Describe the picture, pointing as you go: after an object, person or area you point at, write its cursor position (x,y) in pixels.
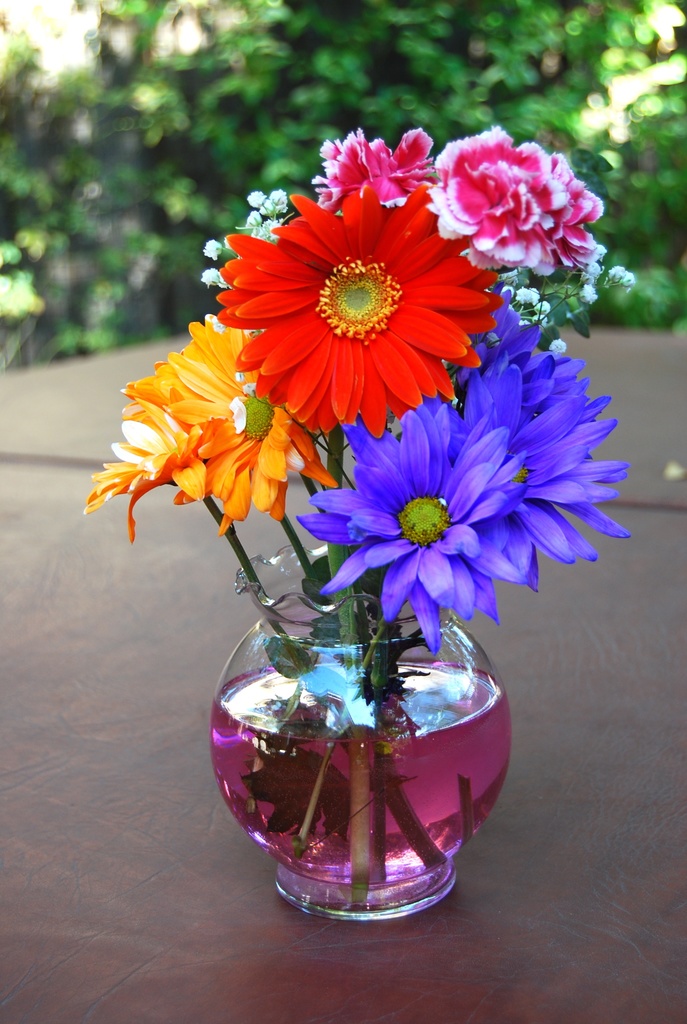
In this image we can see a flower vase (370,831), there are the flowers (292,463) and water (351,693) in it, there are the trees (70,192).
